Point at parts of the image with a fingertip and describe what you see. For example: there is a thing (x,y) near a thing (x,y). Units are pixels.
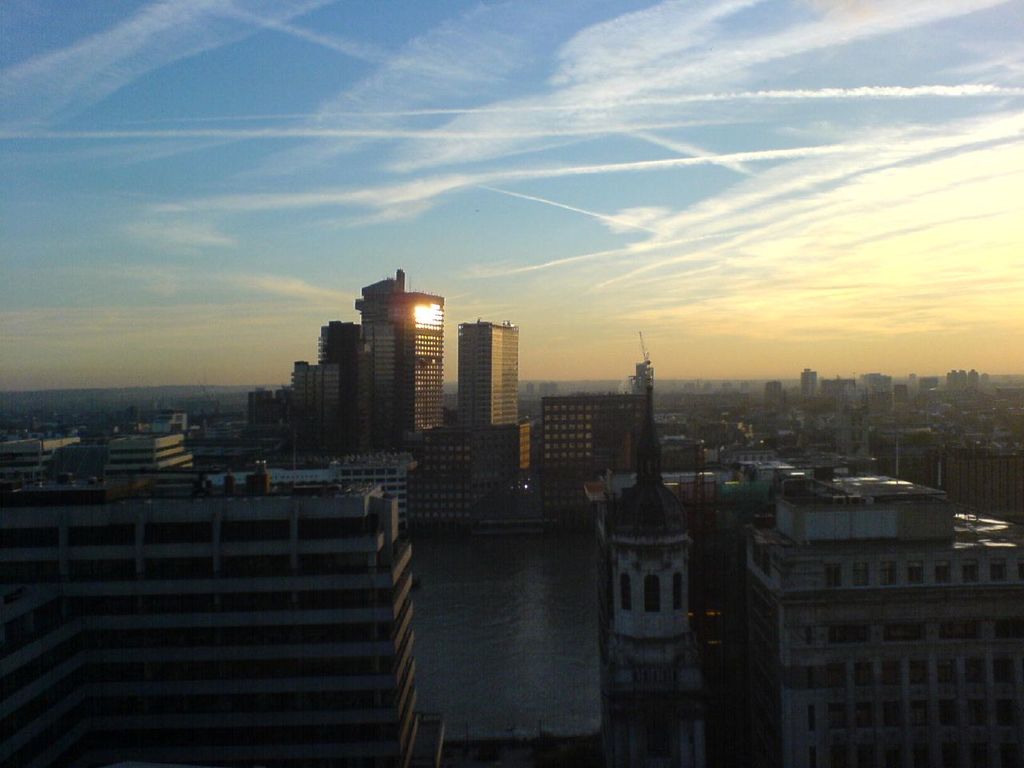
In this picture I can see buildings (583,442) and a blue cloudy sky (475,156).
